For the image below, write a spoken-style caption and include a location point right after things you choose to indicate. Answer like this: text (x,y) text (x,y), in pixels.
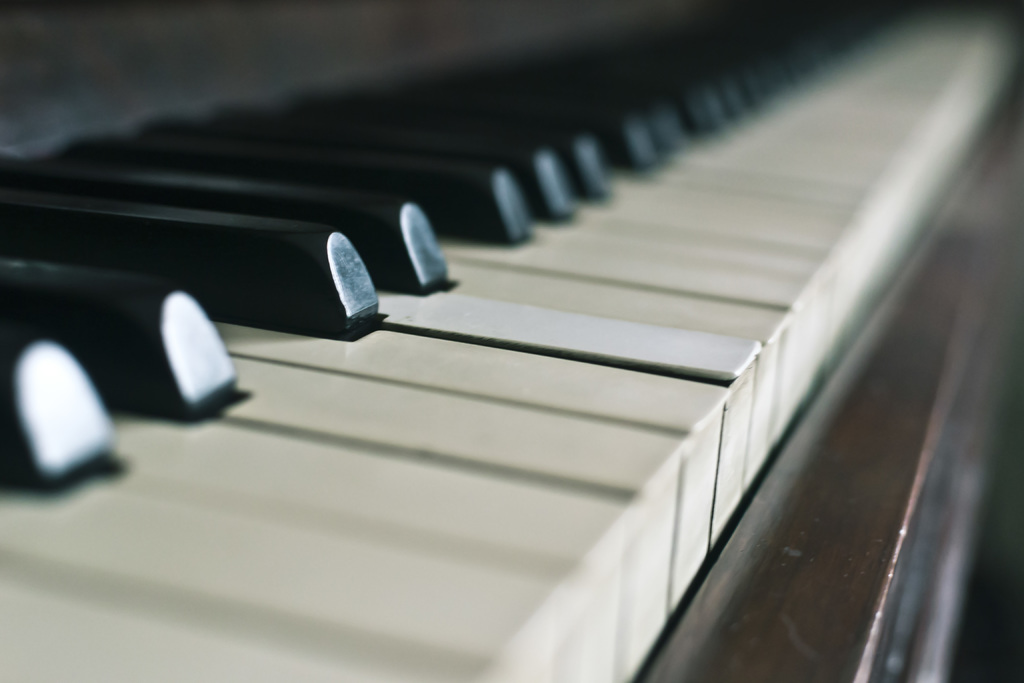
I can see in this image a piano (469,397).
